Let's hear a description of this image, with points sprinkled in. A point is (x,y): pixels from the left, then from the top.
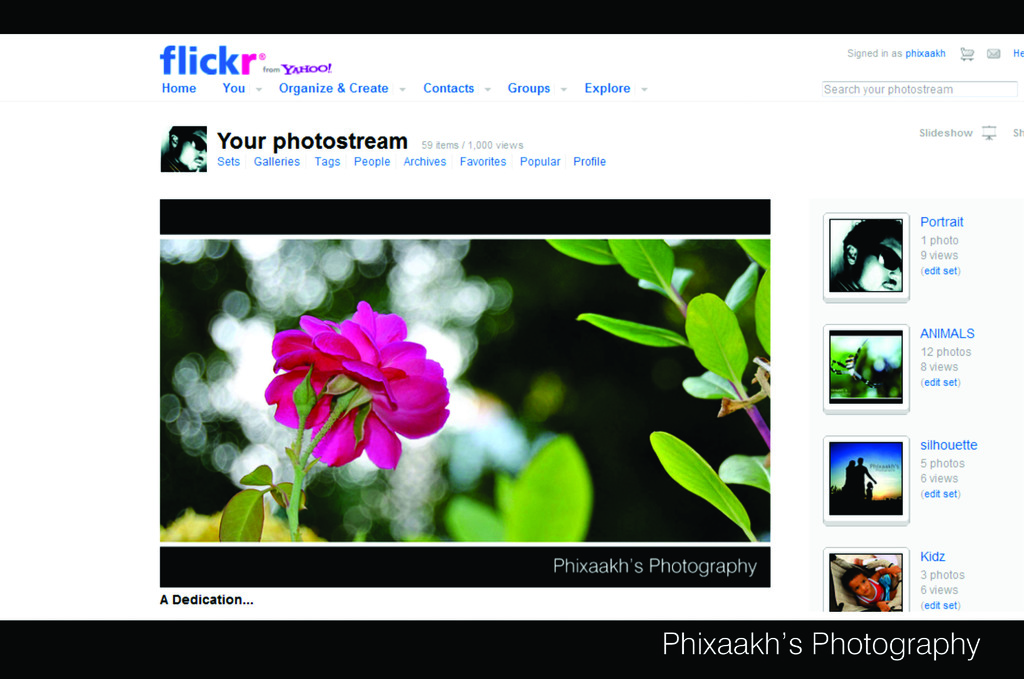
This picture contains a rose flower (436,392) which is pink in color. Beside that, we see the images (888,376) of animals (853,369) and man (842,267). At the top of the picture (194,89), we see some text (367,90) written. In the background (137,210), it is white in color.
